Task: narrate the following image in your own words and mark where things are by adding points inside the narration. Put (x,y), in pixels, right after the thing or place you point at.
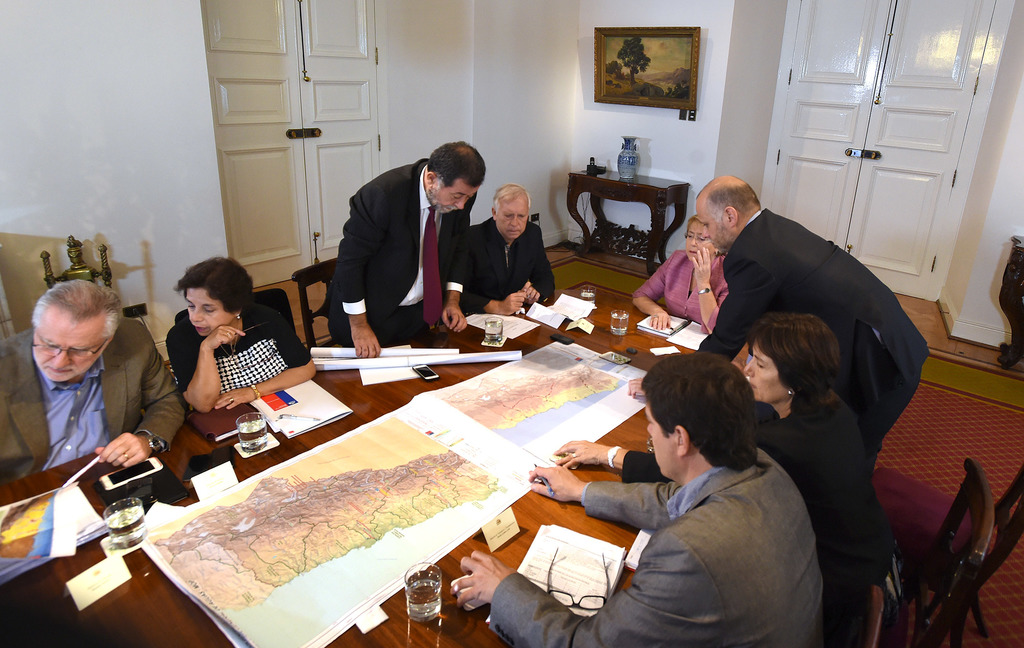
in this image i can see a group of people (539,244). on the table (592,531) there are maps (459,501) and glasses (246,434). all the people (517,285) are discussing. behind them there are two doors (869,117) at the right (908,122) and left. at the center (557,237) there is a photo frame (643,68) and a white color wall (505,89).
